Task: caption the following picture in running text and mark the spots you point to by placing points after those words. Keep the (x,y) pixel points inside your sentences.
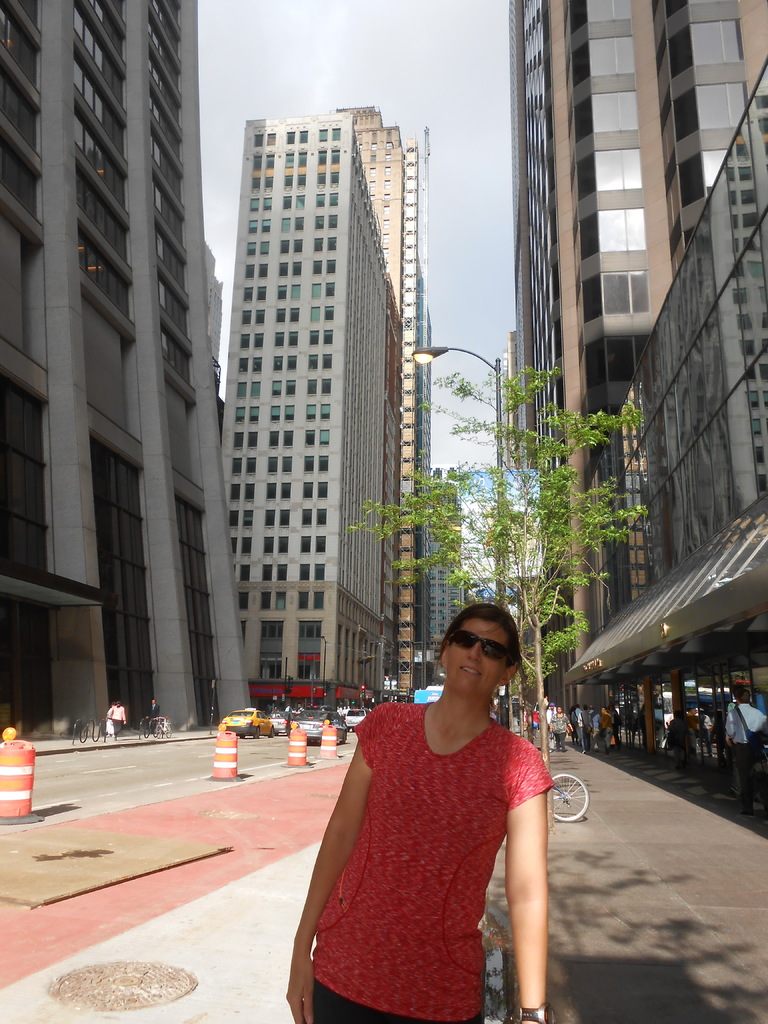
This picture is clicked outside. In the foreground (439,883) we can see a person (447,796) wearing red color t-shirt (438,823) and standing. In the center (505,374) we can see the vehicles (351,718), group of persons (742,723), tree (512,539), light (435,352) attached to the pole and some other objects (45,883). In the background (336,426) we can see the sky (336,102), buildings (355,477), and some other objects (614,664).
